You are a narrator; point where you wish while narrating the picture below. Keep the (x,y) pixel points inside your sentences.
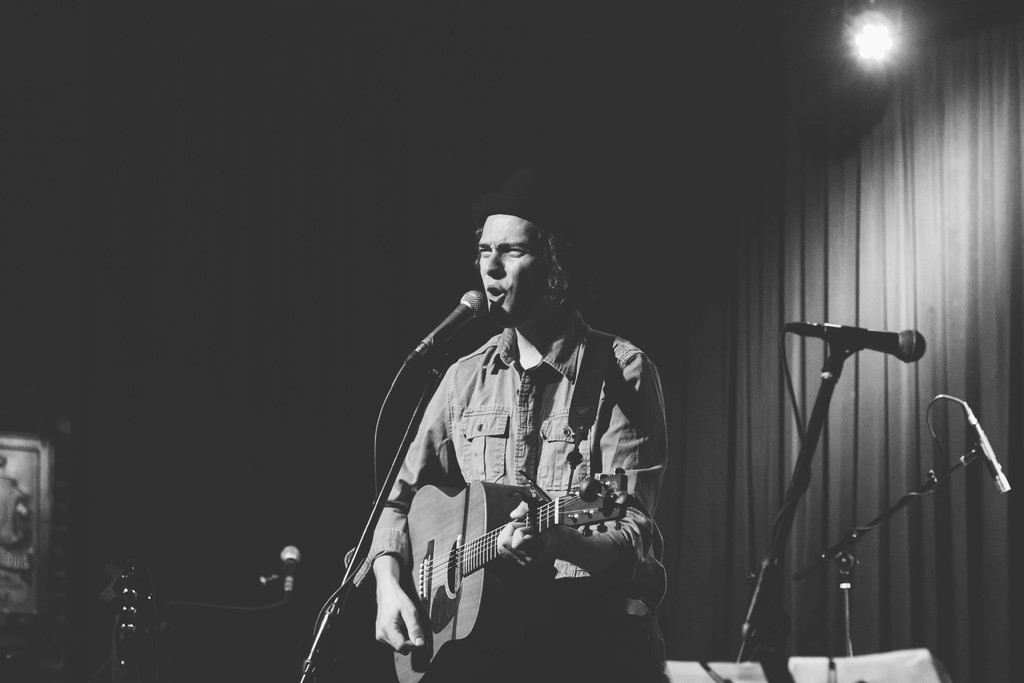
A person (532,440) is singing and playing guitar (493,523).
